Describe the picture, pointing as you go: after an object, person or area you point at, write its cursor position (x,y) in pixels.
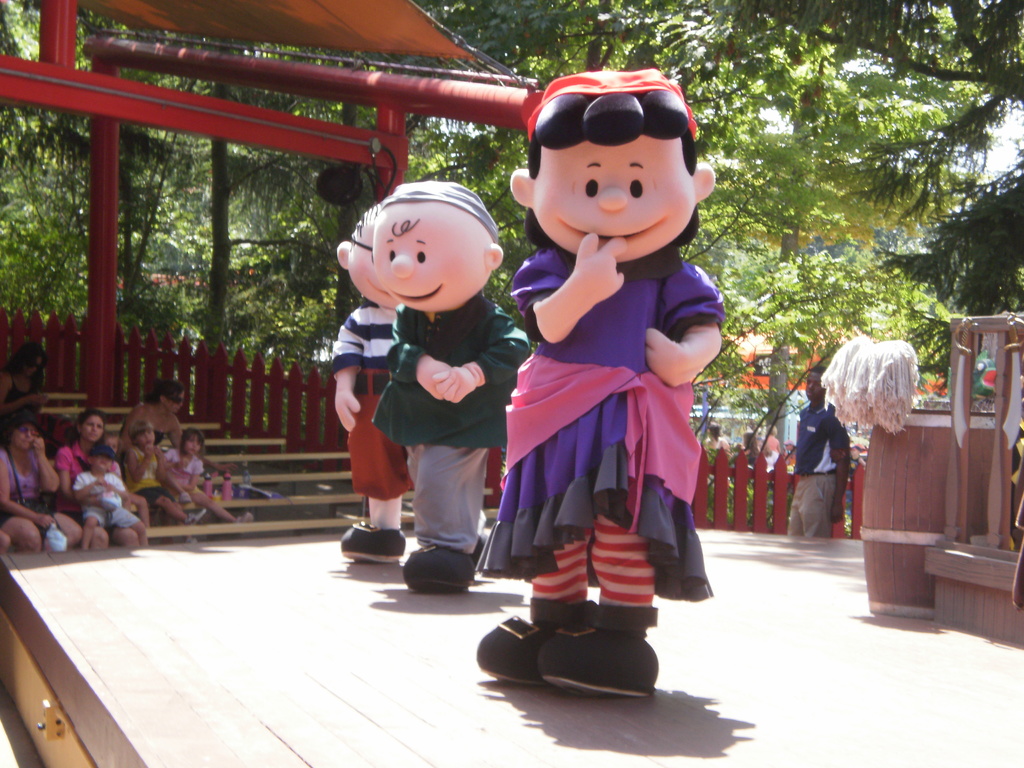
Here I can see three people (412,399) are wearing costumes (472,413) and doing some actions on the stage (279,670). On the left side (79,466) I can see few people (34,520) sitting on the benches (213,490) and looking at these people (421,354). In the background (742,89) I can see some poles (101,275) and trees (802,107). On the right side (827,412) there are some wood material (954,502) and a man (803,477) is standing beside the fencing (757,502).
